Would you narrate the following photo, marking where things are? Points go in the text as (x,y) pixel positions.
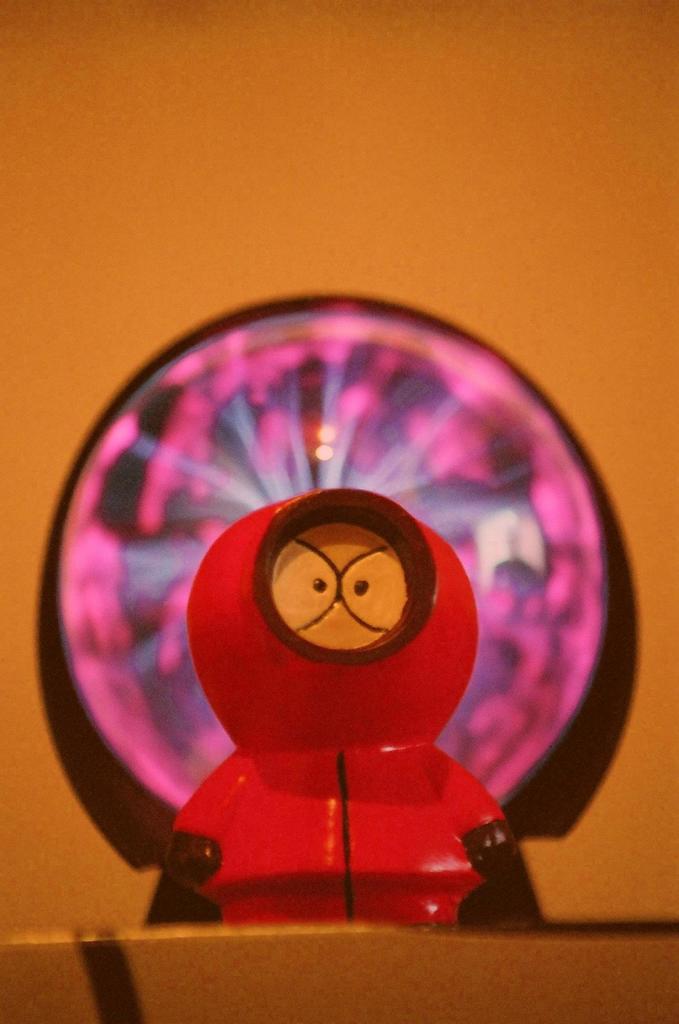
In this image, we can see a toy (372,805). Background (643,623) there is a blur view.
